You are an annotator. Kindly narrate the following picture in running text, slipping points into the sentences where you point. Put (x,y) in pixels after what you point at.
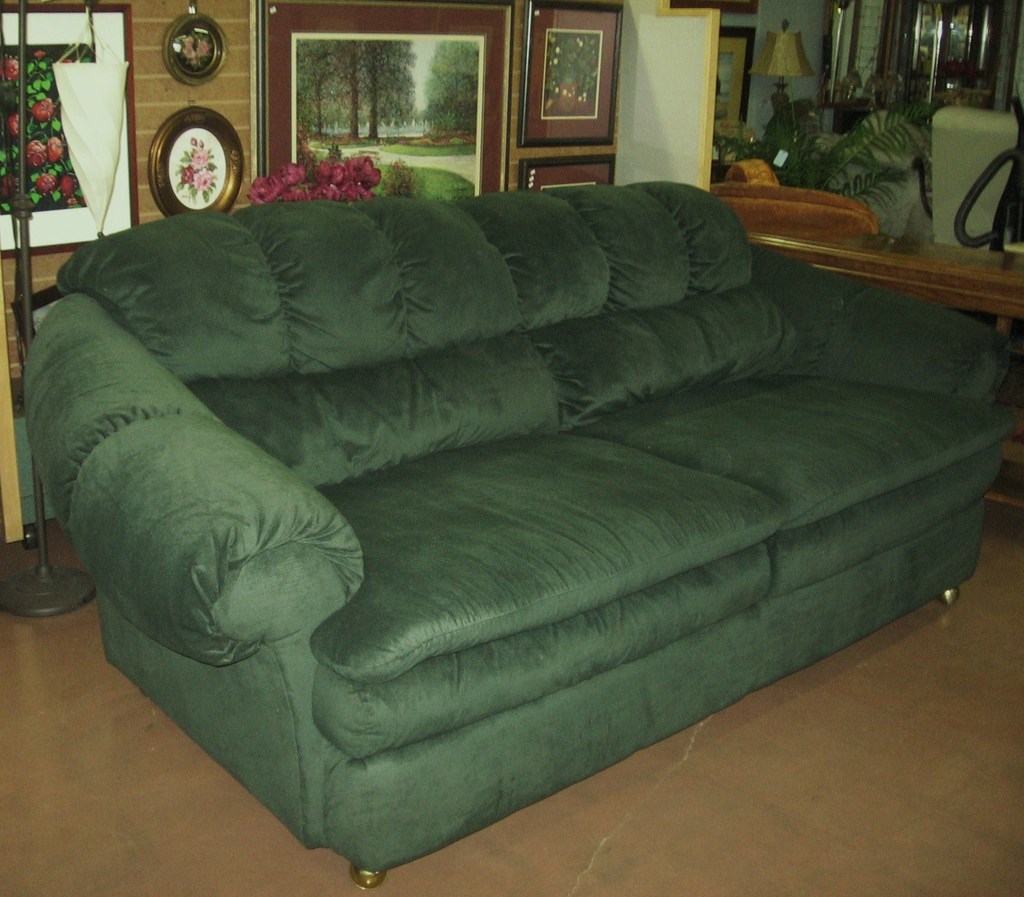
In this image we can see a sofa (45,428) which is in the center (439,588). In the background (330,111) we can see photo frames (439,105) which are fixed to a wall (760,127). Here we can see a table lamp (792,117) and a plant (842,162) which is on the right side (868,136).
